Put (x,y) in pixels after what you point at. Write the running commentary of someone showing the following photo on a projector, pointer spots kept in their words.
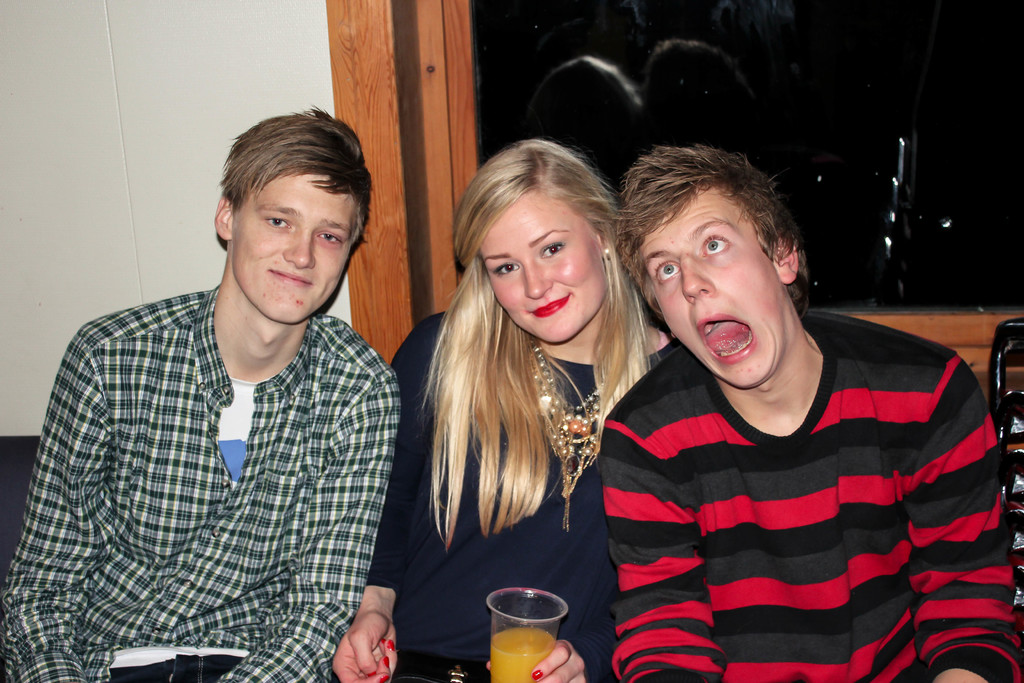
There are three people (238,465) sitting and she is holding a glass (521,638) with drink (511,663), behind these people (500,319) we can see glass (1005,92) and wall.
